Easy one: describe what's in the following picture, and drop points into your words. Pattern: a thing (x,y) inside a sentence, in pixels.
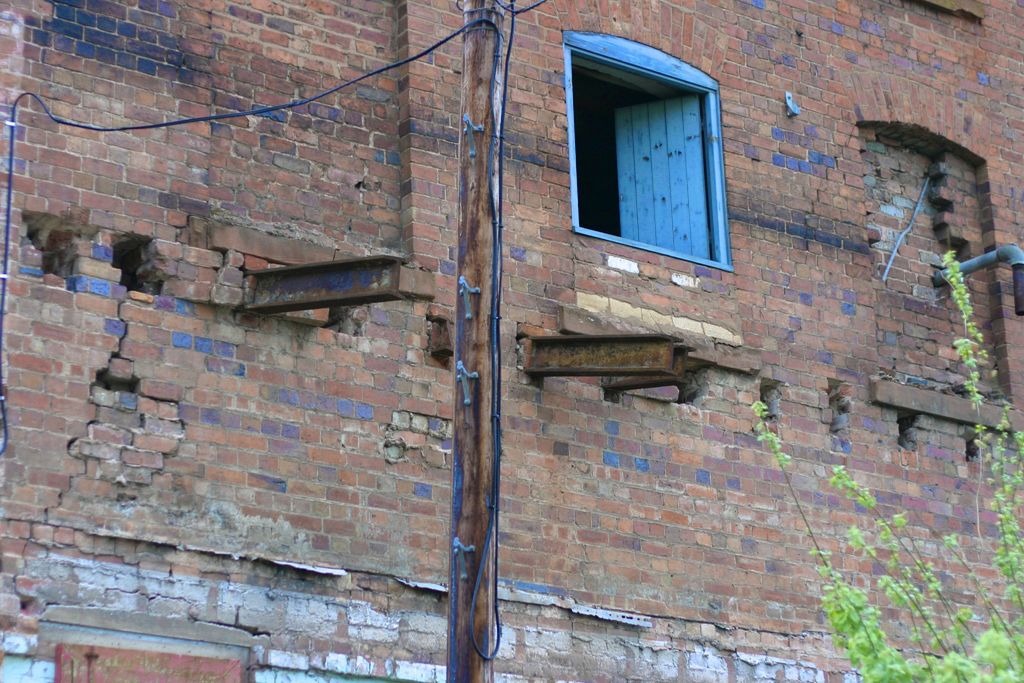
In this image in front (466,575) there is a wooden pole (485,598) with the wire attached to it. Beside the pole (460,653) there is a plant (853,654). On the backside of the image (653,218) there is a wall (251,369) with the window (659,184).
